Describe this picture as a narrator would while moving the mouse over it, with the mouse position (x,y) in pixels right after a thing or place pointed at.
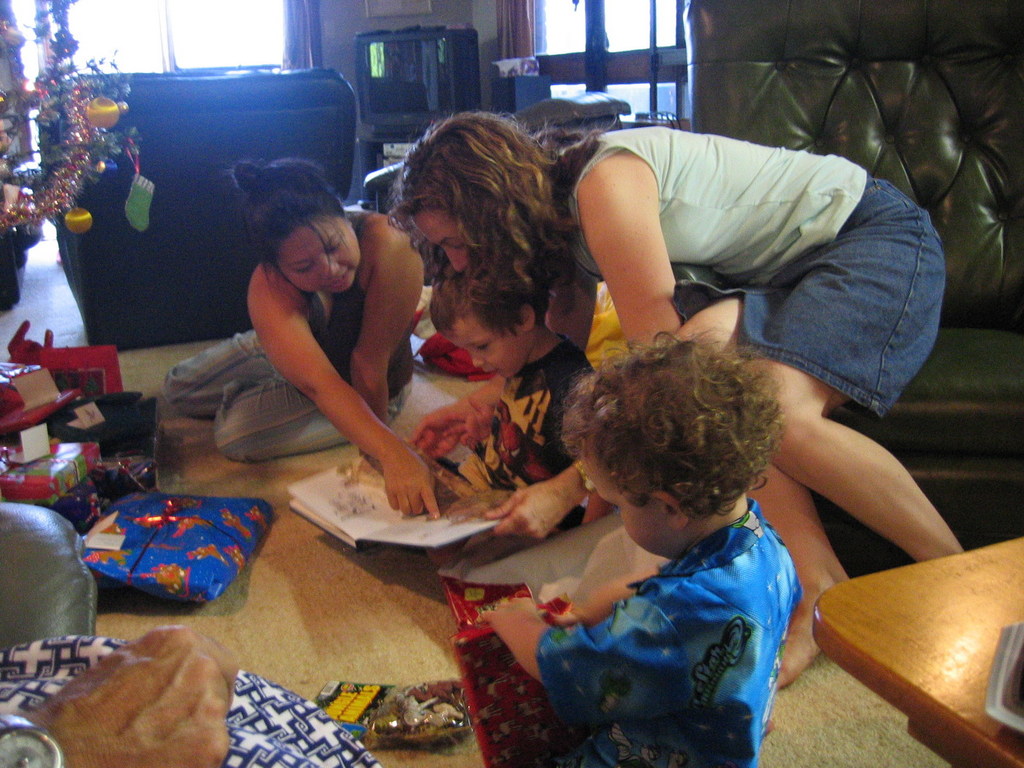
This is a picture of group of people (318,720) sitting in the floor (916,753) and in back ground (477,73) there is couch (753,97), table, television (414,33), christmas tree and some gifts (102,417).
